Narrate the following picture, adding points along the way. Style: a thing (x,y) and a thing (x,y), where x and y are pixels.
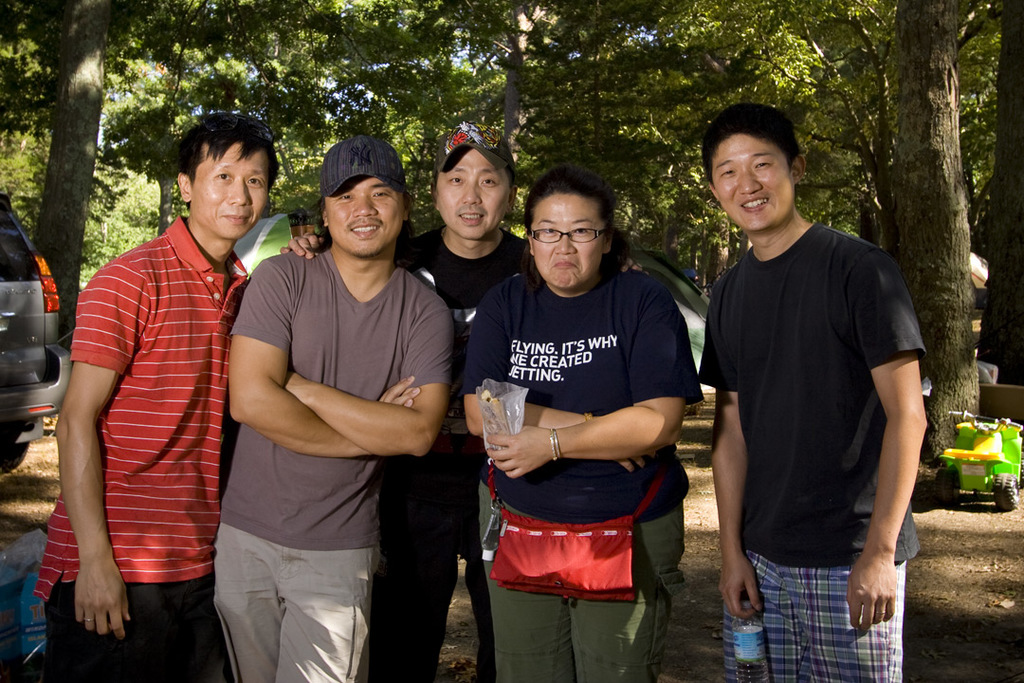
In the image we can see there are people (248,459) standing and a man (784,630) is holding a water bottle (756,677) in his hand (746,564). Behind there are lot of trees (1023,139) and there is a vehicle (45,374) parked on the road (38,463).
